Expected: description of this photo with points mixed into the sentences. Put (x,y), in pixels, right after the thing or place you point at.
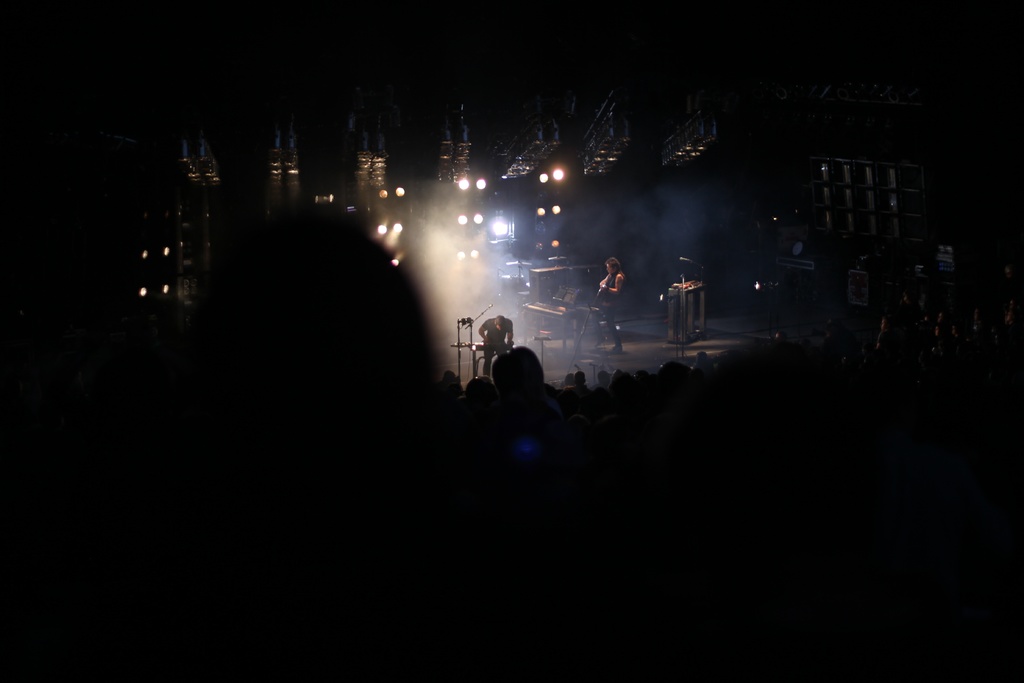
In this picture there are two persons (491,353) standing on the stage (609,350). There are microphones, musical instruments (553,301) and devices (690,291) on the stage (591,347). In the foreground (644,423) there are group of people (675,446). At the top (543,209) there are lights (497,227).
